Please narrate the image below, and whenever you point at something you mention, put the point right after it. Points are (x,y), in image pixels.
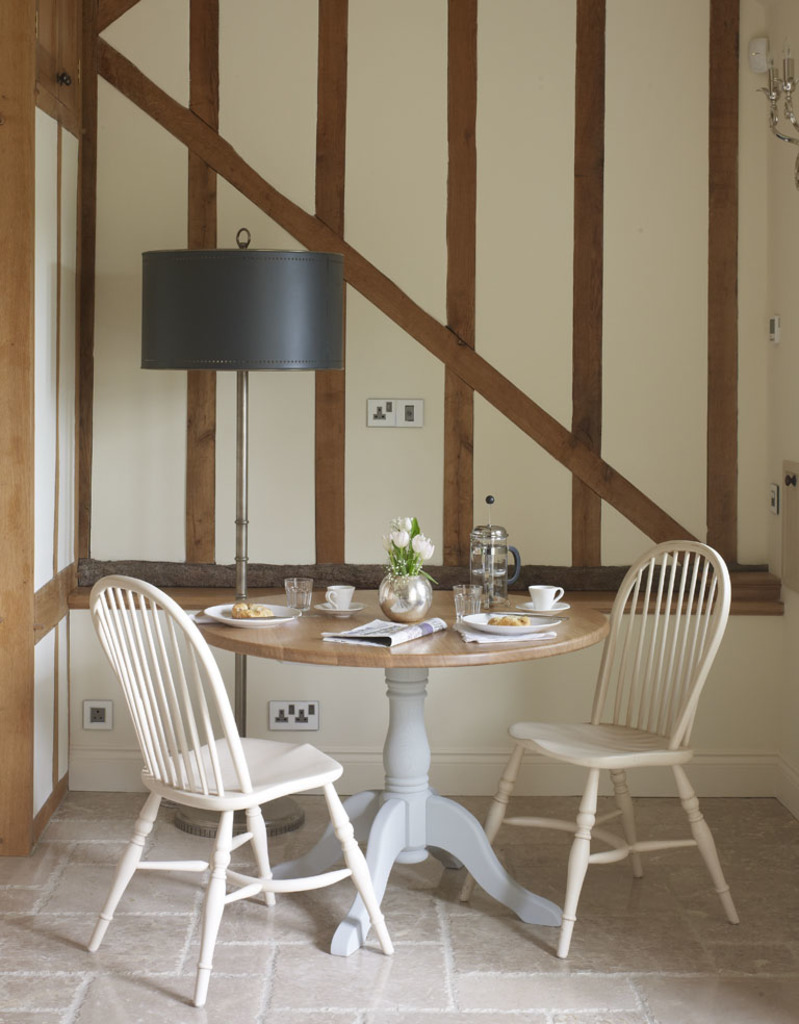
In this image we can see a table (312,659), plates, cups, newspaper (429,628), flower vase (413,596) on it, there are chairs (117,663) on the floor (651,993), there is a lamp (234,345), there is a wall (77,390).
